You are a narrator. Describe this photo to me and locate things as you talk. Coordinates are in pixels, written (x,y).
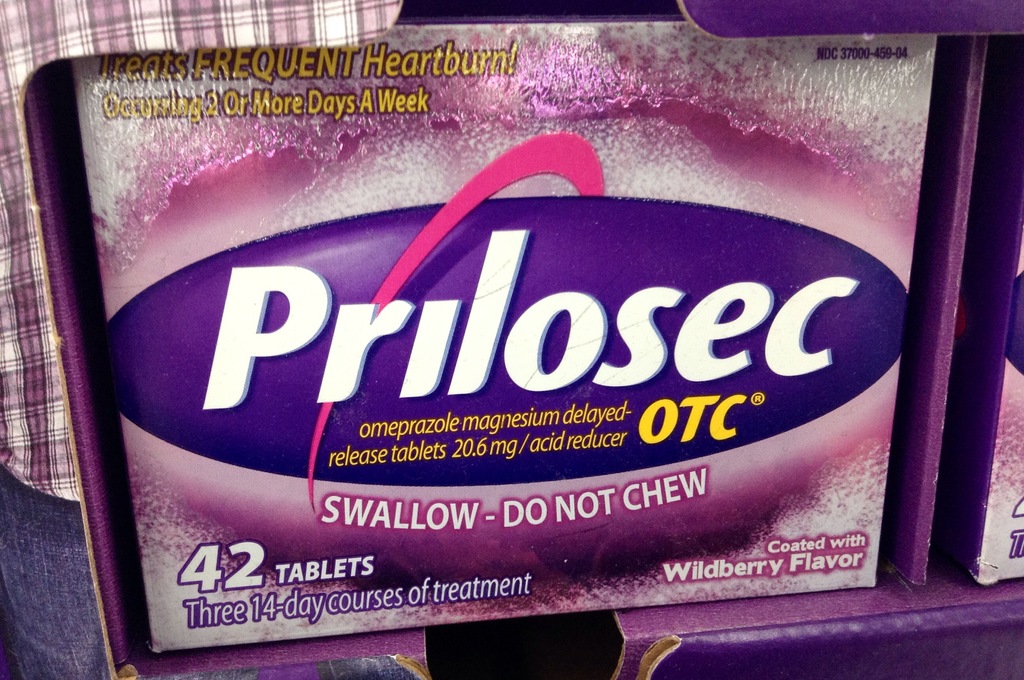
In this image there is a box (487,309) with some text (426,350) and numbers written on it and there are objects (1022,307) which are pink in colour.
